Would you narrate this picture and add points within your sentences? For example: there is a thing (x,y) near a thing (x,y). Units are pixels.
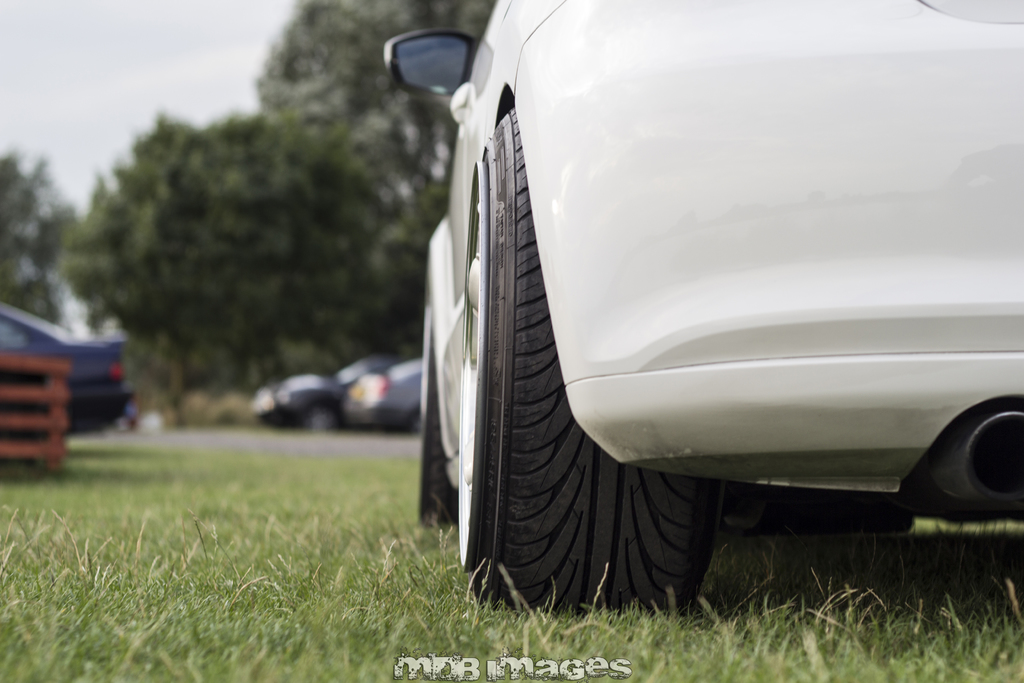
In this picture we can see cars (631,385) and grass (118,565). In the background (255,229) there are trees (283,126) and sky (226,110). At the bottom (408,682) we can see a watermark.
